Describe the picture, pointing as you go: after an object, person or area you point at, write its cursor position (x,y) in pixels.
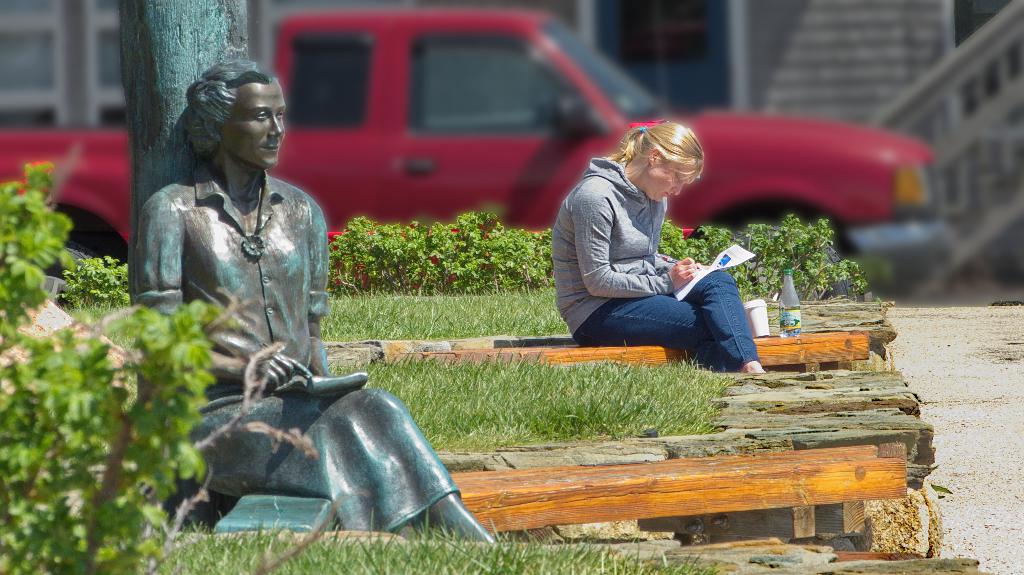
In this image there is a woman (609,270) sitting and writing. To the left (251,236), there is a sculpture (237,370) and plant (72,365). In the background (673,78), there is a red car (445,58) and building (873,120).
